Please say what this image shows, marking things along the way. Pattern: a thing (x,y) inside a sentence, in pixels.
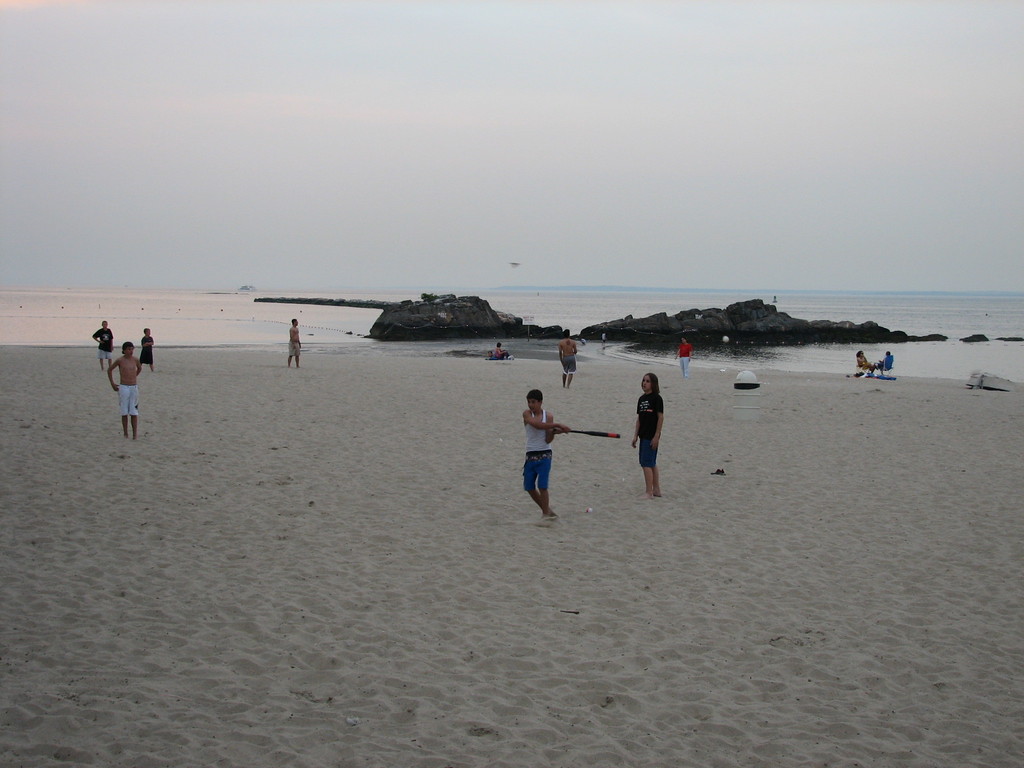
In this image I can see few people (549,436) are standing on the sand (331,633). These people (538,419) are wearing the different color dresses (546,448). I can see one person (532,456) is holding the baseball bat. To the side of these people (532,456) I can see the water (551,307) and the rock (413,313). In the back (407,191) I can see the white sky (377,184).
